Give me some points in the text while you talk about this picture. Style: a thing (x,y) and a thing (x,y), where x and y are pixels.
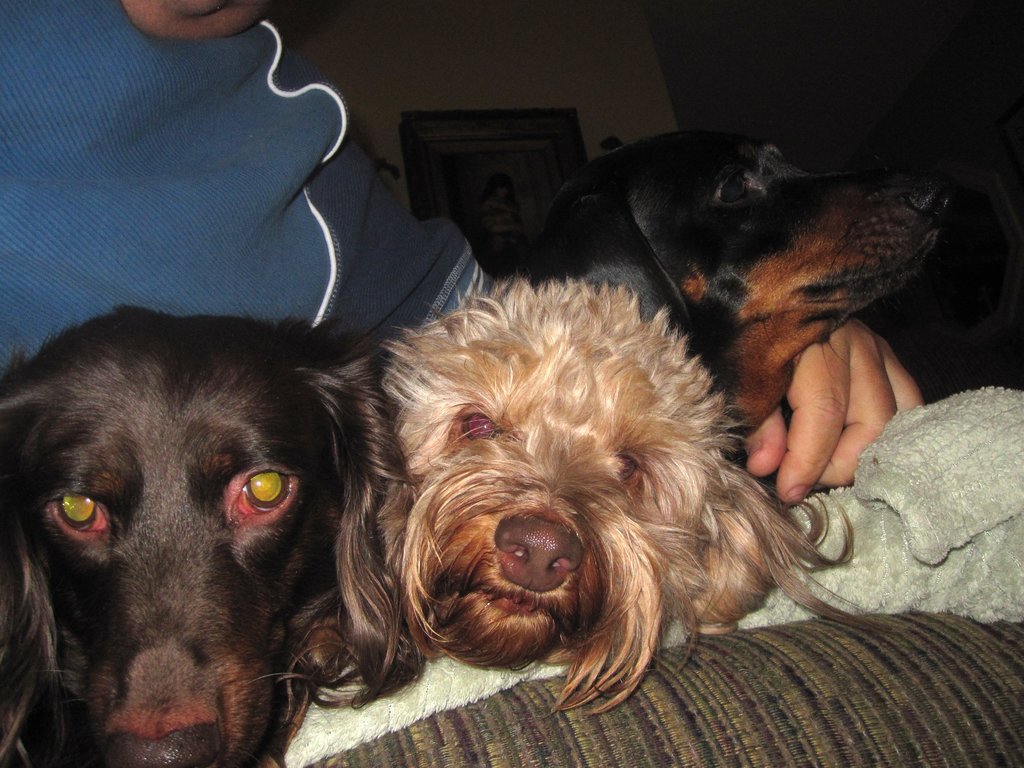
In this image we can see there are three dogs (495,306) and a person (157,300) sat on the sofa (838,682). In the background (505,182) there is a photo frame (481,171) hanging on the wall (509,76).
